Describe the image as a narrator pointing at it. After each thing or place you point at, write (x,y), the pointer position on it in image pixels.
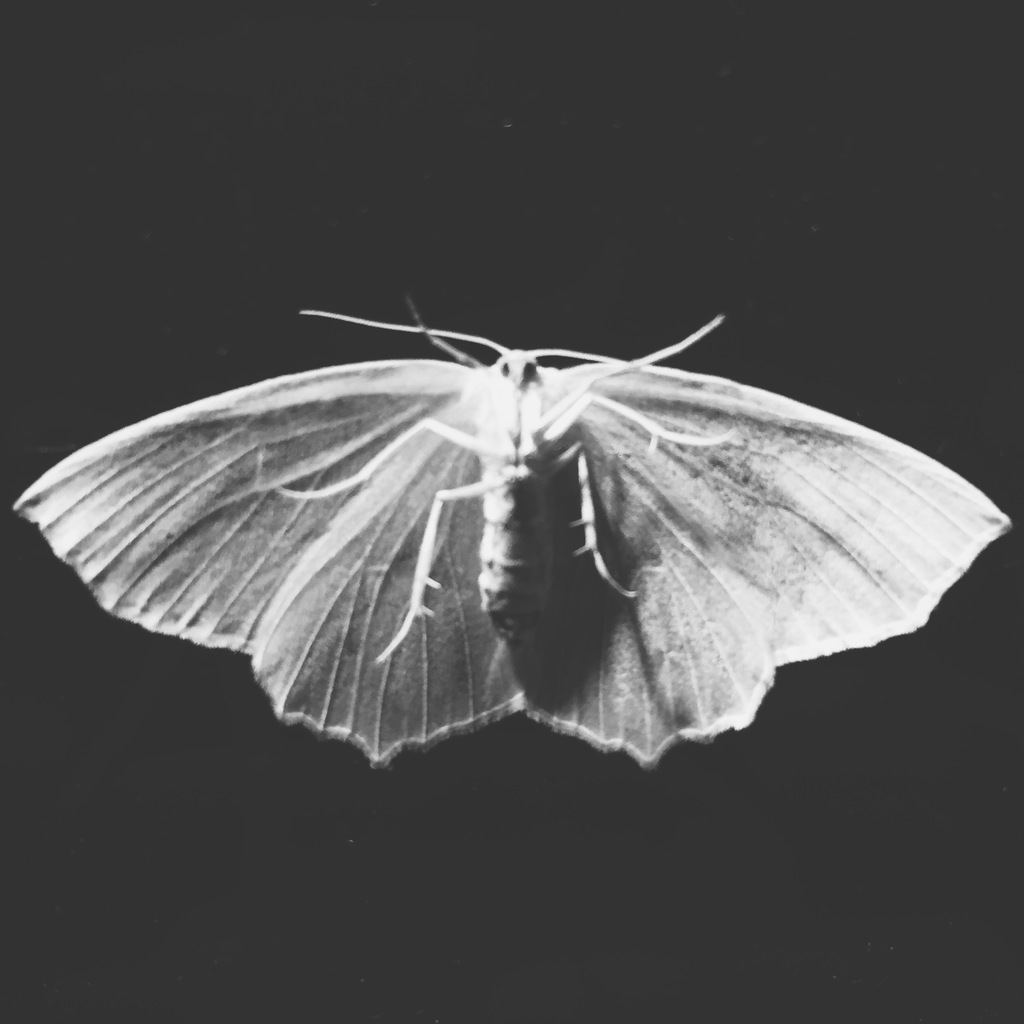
In this picture I can see an insect (581,584) which is of white and grey color. I see that it is dark in the background (582,827).
